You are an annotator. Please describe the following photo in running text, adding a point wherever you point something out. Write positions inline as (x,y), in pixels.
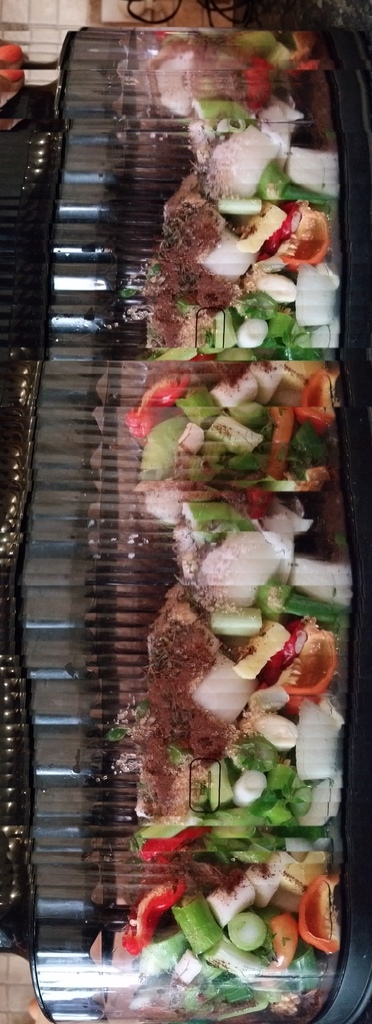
In this image we can see food (211,719) packed in the plastic containers (100,688).
